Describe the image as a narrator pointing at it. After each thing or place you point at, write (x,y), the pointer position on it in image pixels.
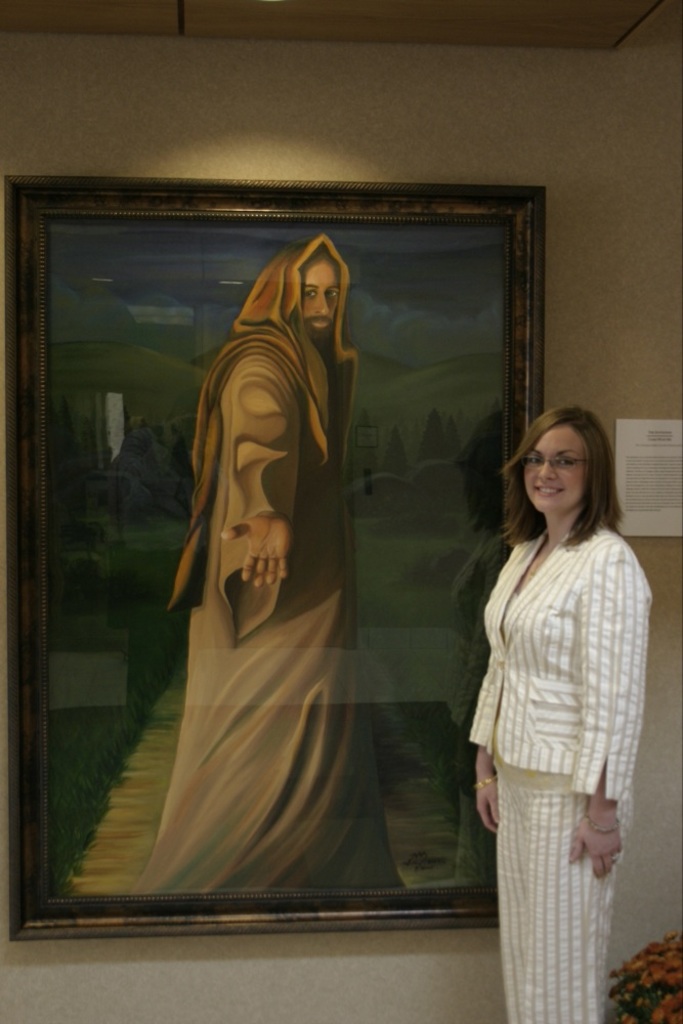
In the image there is a woman (515,635) standing in front of a portrait (441,241) that is attached to the wall (122,983) and beside the portrait (421,438) there is some notice (636,466).
